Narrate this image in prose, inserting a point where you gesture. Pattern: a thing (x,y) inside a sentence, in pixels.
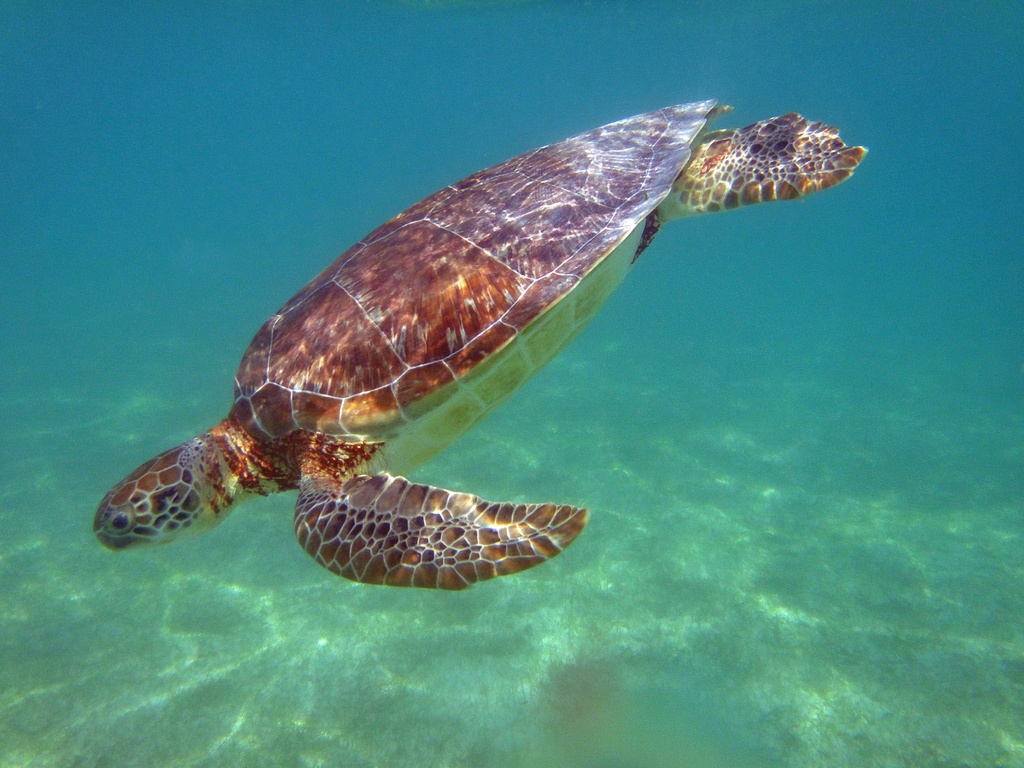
In this image I can see the under water picture in which I can see a turtle (402,398) which is brown, black and cream in color. In the background (844,93) I can see the water (306,153).
